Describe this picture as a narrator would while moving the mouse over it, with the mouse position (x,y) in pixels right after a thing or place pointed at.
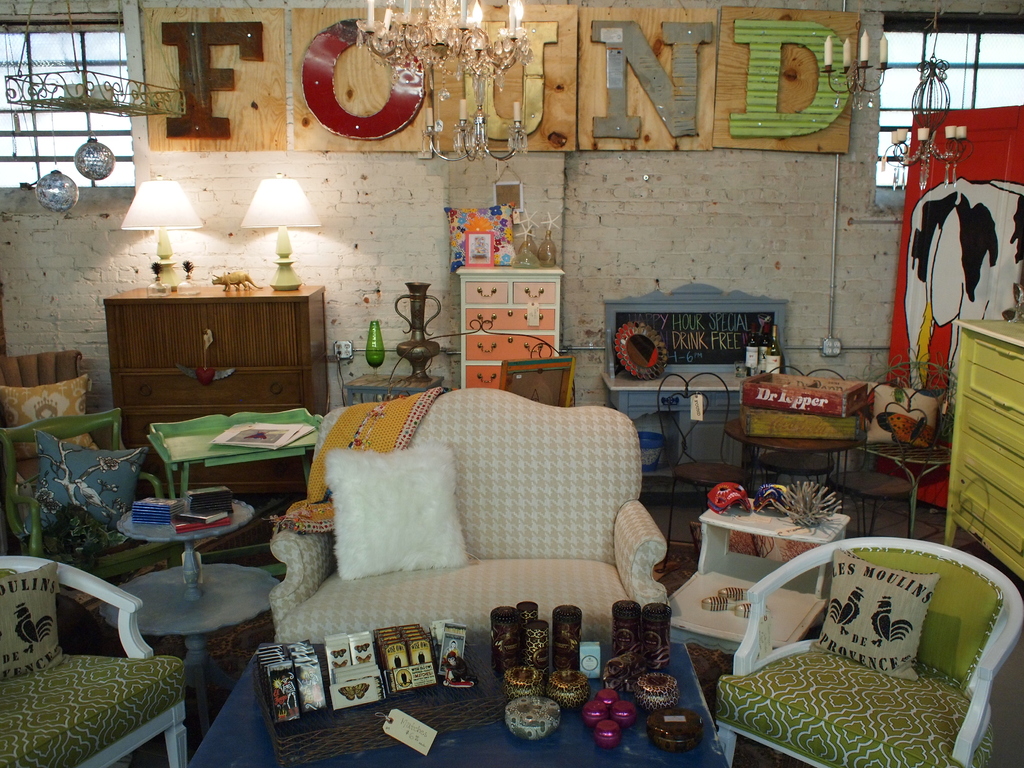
In this picture there is a sofa (591,542) and two chairs (748,728), there is also table (628,734) in front of the sofa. There are drawers (321,294) and shelves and cupboards (981,350). There is a plant (886,373) into the right.
